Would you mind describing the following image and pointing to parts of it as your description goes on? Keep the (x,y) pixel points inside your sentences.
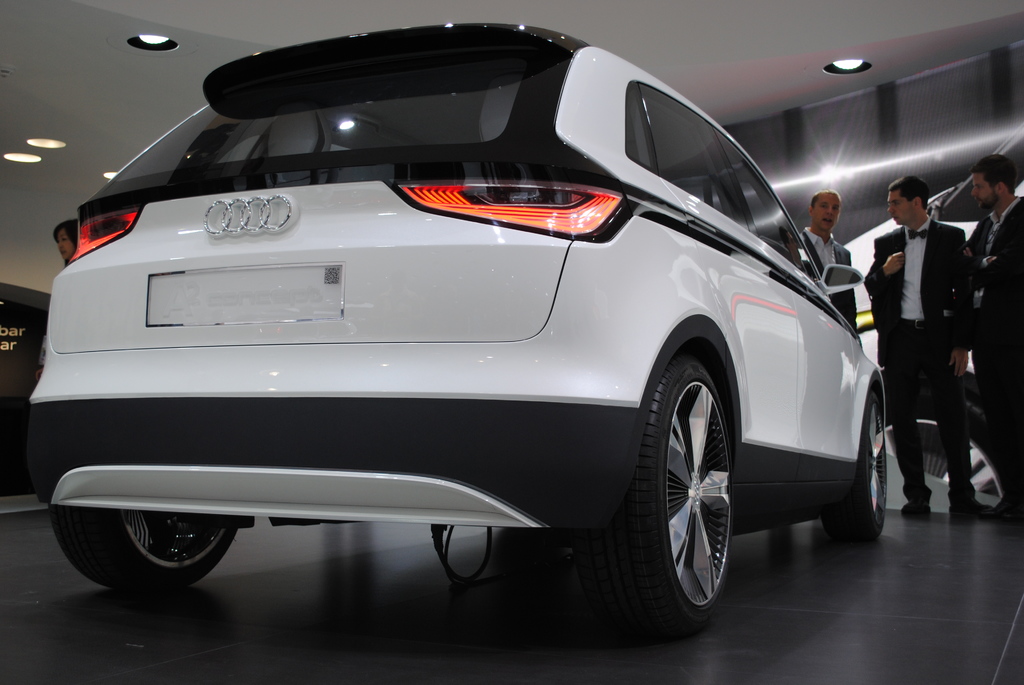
In this image, I can see a car (614,488), which is black and white in color. This is the logo (262,205) of an audi car company, which is attached to the car (335,216). There are three men (945,239) standing. This looks like a poster (899,161), which is attached to the wall (926,95). These are the ceiling lights (148,43), which are attached to the roof (89,118). I can see a woman (61,241) beside the car (454,355).
